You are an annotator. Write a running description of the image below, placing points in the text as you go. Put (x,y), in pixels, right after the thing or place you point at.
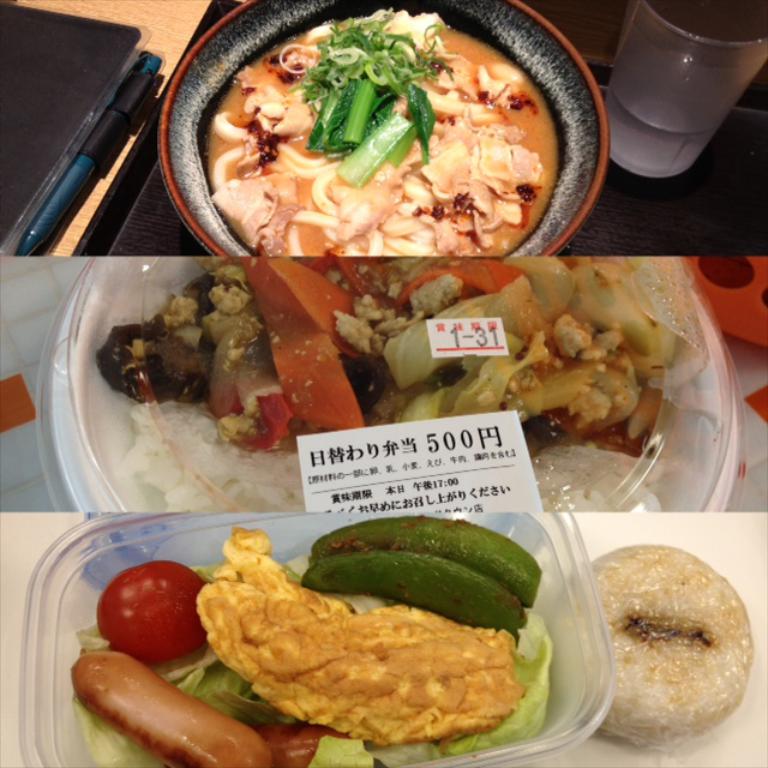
This is collage picture, in these pictures we can see food (318,354), bowls (579,730), glass (699,15) with drink (630,130) and objects (43,141).
